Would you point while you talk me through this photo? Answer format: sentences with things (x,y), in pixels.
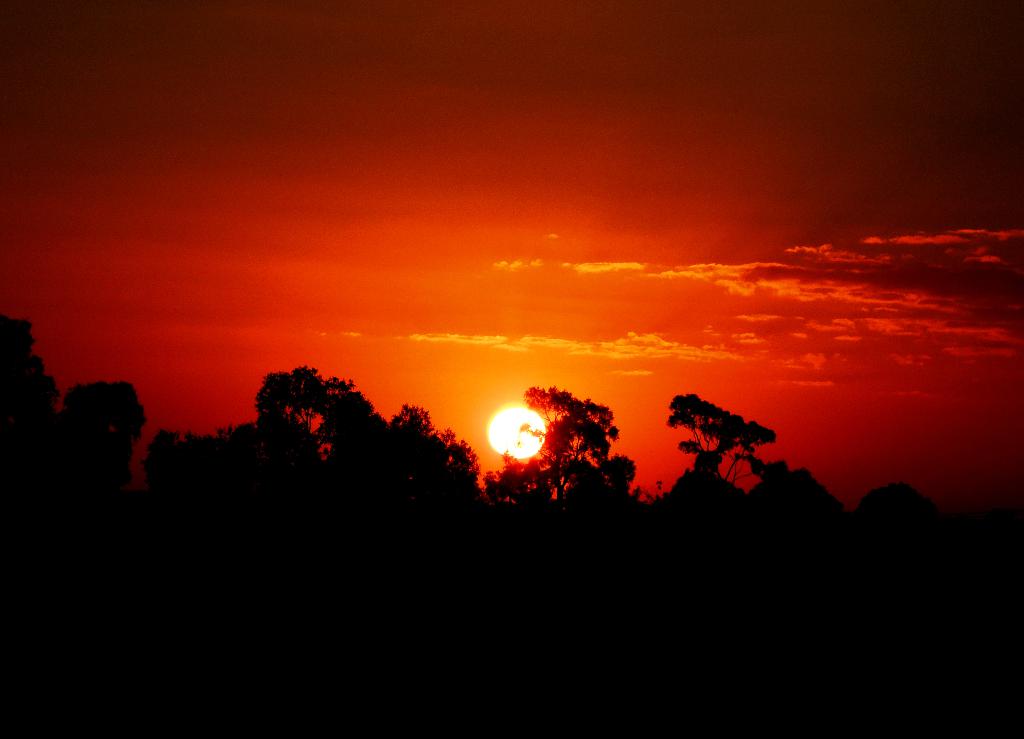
At the bottom of the picture (478,608), we see trees (370,509) and it is black in color. In the background (491,413), we see the sun (503,418) and the sky (486,333), which is red in color. This picture is clicked at the time of sunset.
